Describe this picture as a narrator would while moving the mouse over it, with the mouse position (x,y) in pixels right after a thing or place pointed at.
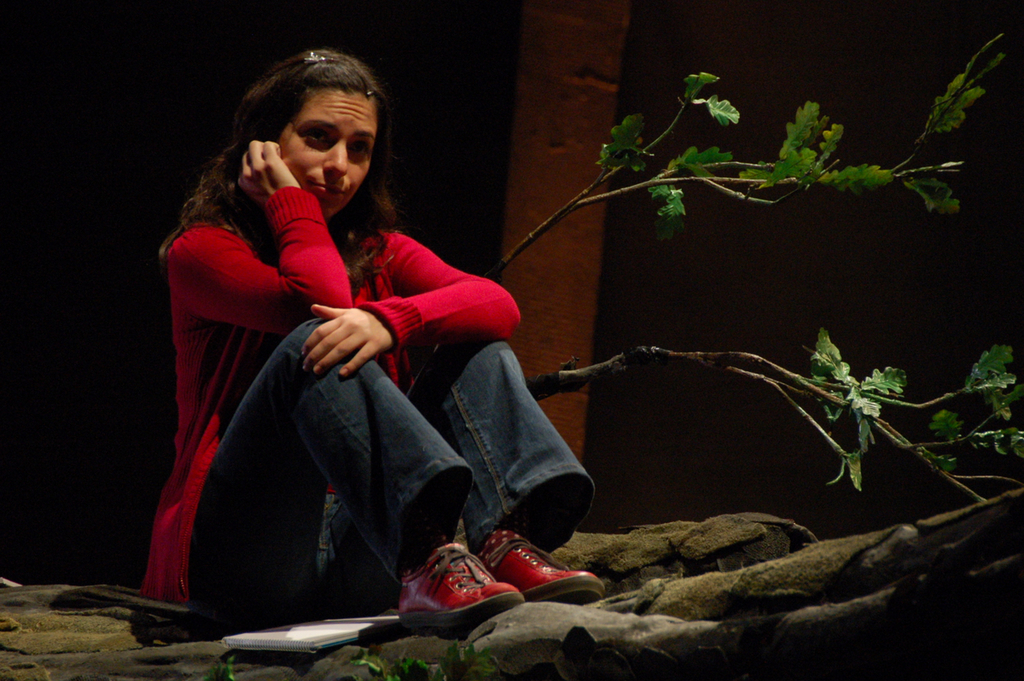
In this image a woman (288,425) wearing a red jacket (368,288) is sitting on the wooden trunk (608,639) having a book (255,647) on it. Behind her there are few branches (550,395) having few leaves (1008,382).
